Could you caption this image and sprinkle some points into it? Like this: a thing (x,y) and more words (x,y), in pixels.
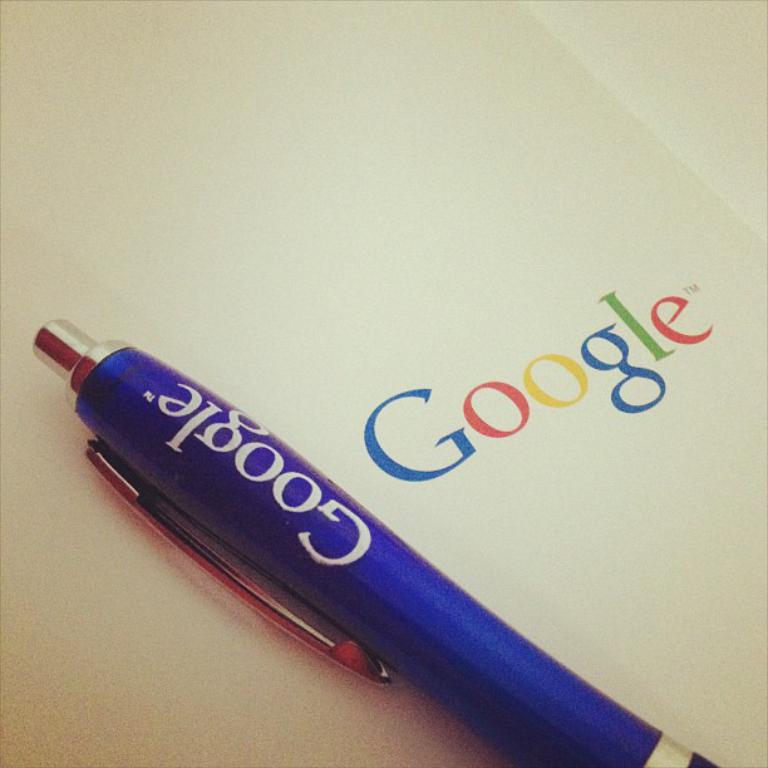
There is a blue color pen (358,587) on a surface (438,274). On that something is written. On the surface (496,397) something is written.
